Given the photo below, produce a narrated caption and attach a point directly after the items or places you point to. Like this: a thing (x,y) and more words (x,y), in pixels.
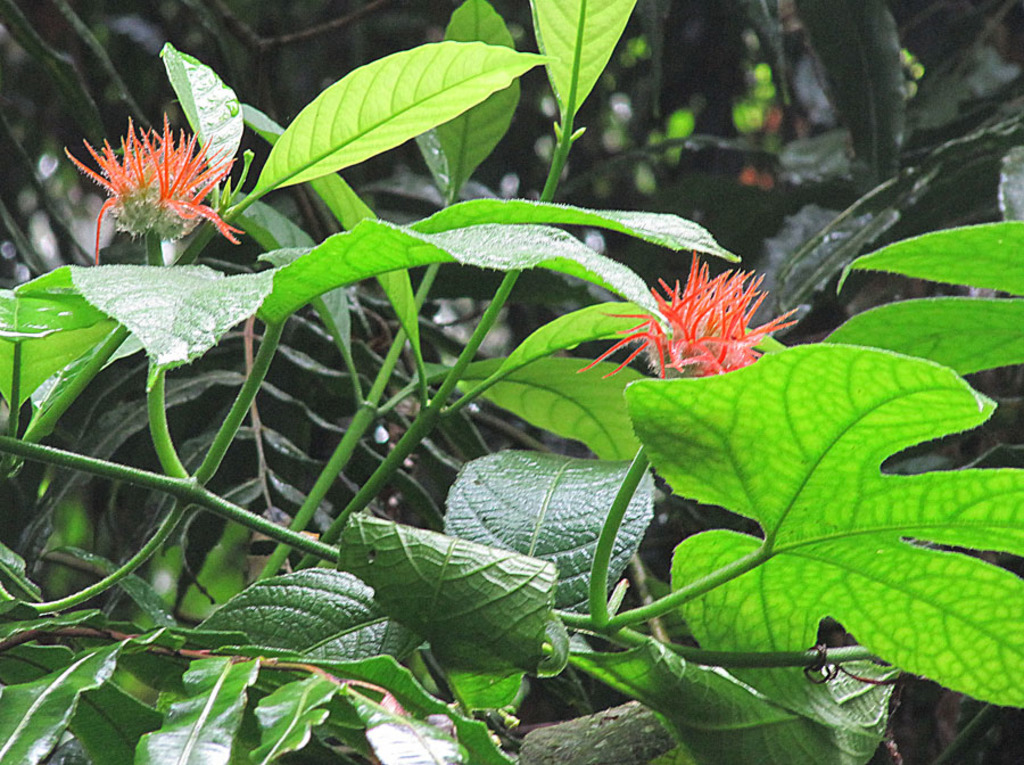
In this picture I can see there is a plant (404,336) and it has few flowers (189,219) and the backdrop (813,216) is blurred.
